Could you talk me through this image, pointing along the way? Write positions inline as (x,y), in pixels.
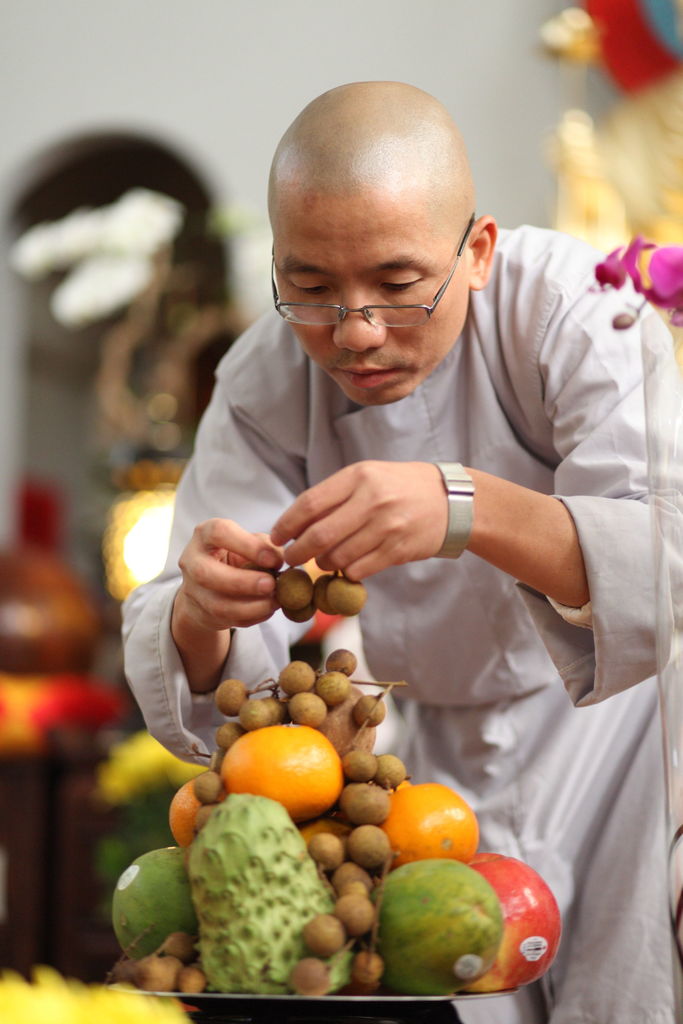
In this image there is a plate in that plate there are fruits (312,861), behind the plate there is a man (300,334) standing and holding fruits (331,577) in his hand (334,547), in the background (409,9) it is blurred.
